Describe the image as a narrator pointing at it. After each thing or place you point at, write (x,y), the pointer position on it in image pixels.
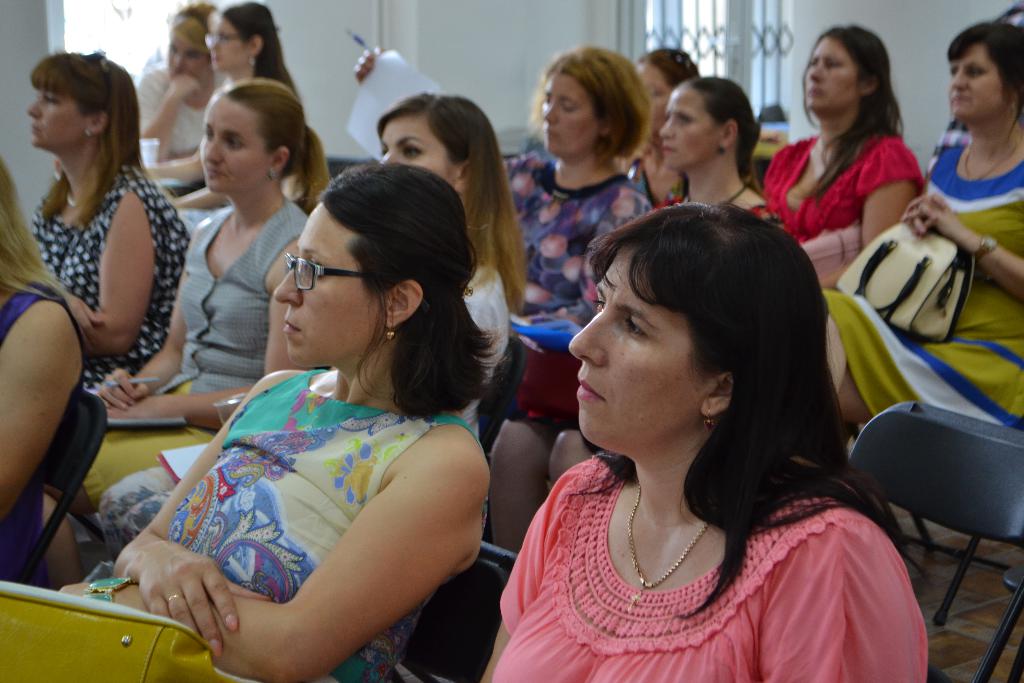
In this picture we can see a group of people (612,370), they are sitting and in the background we can see a wall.
